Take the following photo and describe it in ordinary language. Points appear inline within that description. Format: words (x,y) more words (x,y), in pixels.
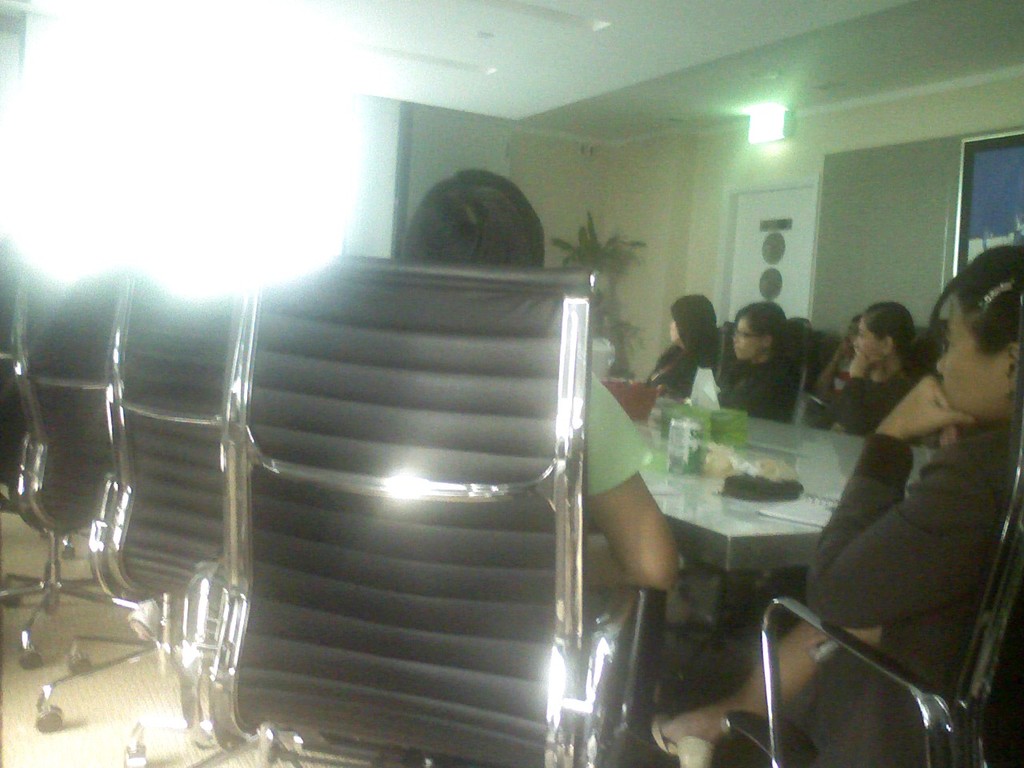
In the center of the image (600,456) we can see a few people (744,371) are sitting on the chairs (484,501) around the table (764,526). On the table (718,513), we can see some objects (682,458). In the background (615,187) there is a wall (845,147), plant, door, lights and a few other objects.
